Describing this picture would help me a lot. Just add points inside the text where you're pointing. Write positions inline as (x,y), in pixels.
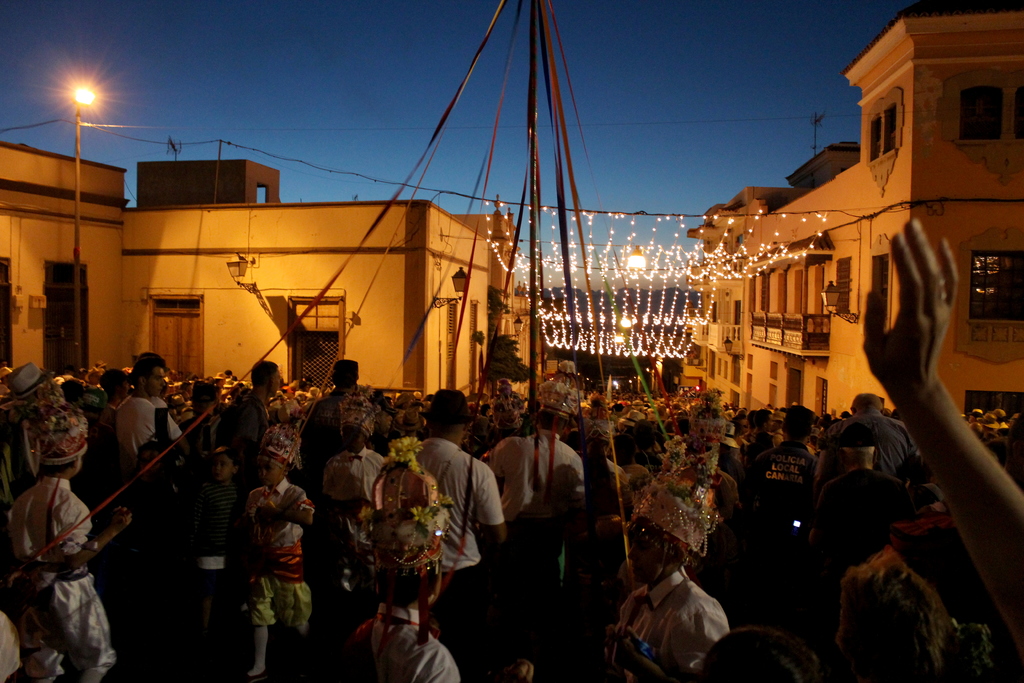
At the bottom left of the image (270,622) there are few people (432,535) with white dress (462,504) and there is something on their heads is standing. Behind them there are many people (786,424) standing. In the background (440,287) there are buildings (334,254) with walls (144,321), windows (328,339) and roofs (828,246). In the middle of the building (718,278) there are decorative lights (671,336). At the top of the image (192,91) there is a sky (137,109).
